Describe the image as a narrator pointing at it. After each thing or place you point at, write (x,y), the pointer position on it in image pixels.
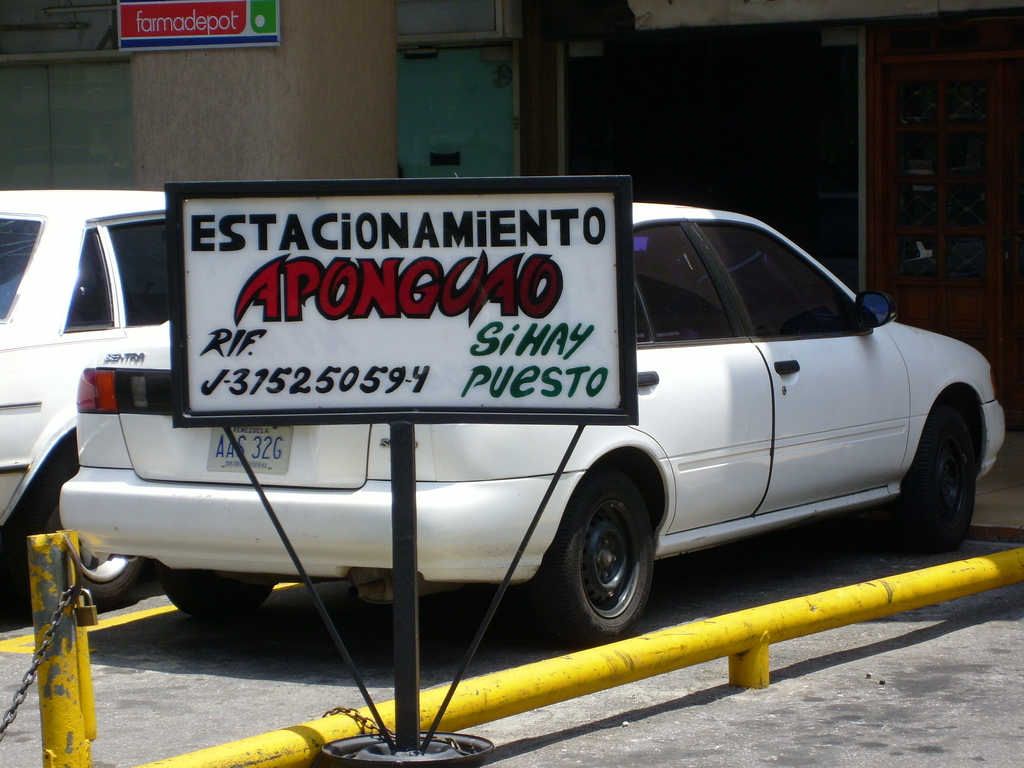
This image is taken outdoors. At the bottom of the image (701,715) there is a floor (761,691). There is a pipe (634,666) and there is a chain (357,717). In the background (636,131) there is a building (354,131) with a wall (288,127) and a door (935,271). There is a board (245,23) with a text (223,31) on the wall (293,43). In the middle of the image (637,269) two cars (167,371) are parked on the floor (256,621) and there is a board (325,288) with a text (484,336) on it.
